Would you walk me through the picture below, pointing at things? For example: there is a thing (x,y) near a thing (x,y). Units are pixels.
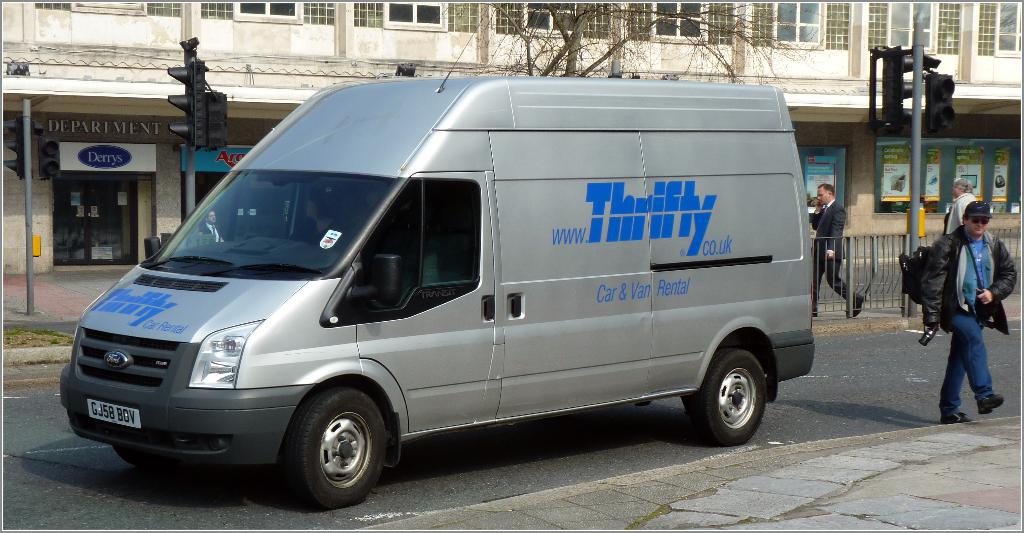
In this picture there is a van (374,158) on the road (447,480). On the right (934,294) there is a man (983,223) who is wearing goggle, cap (977,211), jacket (957,238), t-shirt (979,268), bag (916,291), jeans (954,380) and shoe (985,395). He is holding a camera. Backside of the van (749,300) we can see the fencing (871,259) and traffic signal (913,95). Beside the fencing (883,253) we can see two persons (947,217) were walking on the street (921,322). At the top (466,23) we can see the building (650,29) and trees (660,30). On the left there is a pole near to the door (94,242). On the wall (159,176) we can see the banners (147,162) and posters (997,168).
